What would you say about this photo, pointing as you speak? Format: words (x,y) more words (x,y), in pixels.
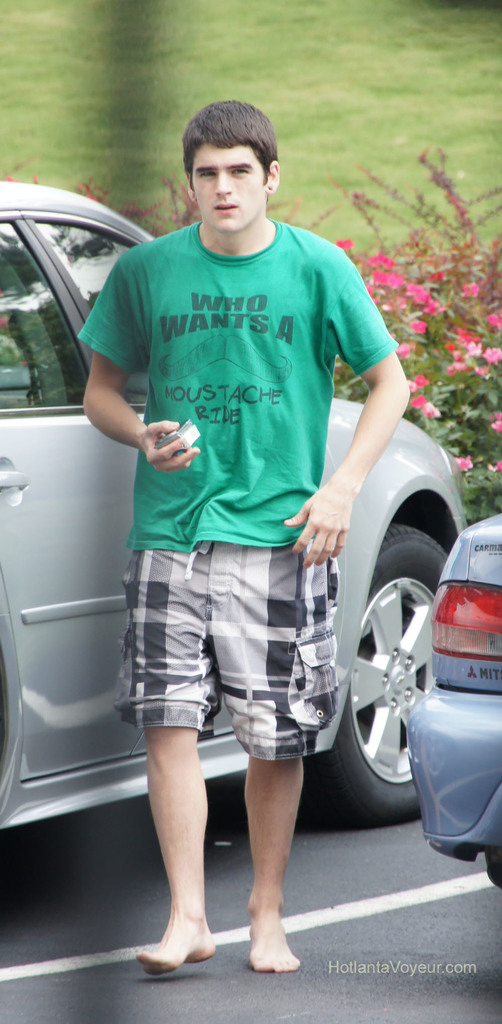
In this image, at the middle (276,430) there is a boy (228,530) standing on the road (232,861), there are some cars (28,726), at the background (363,240) there's grass (351,25) on the ground (224,73).
